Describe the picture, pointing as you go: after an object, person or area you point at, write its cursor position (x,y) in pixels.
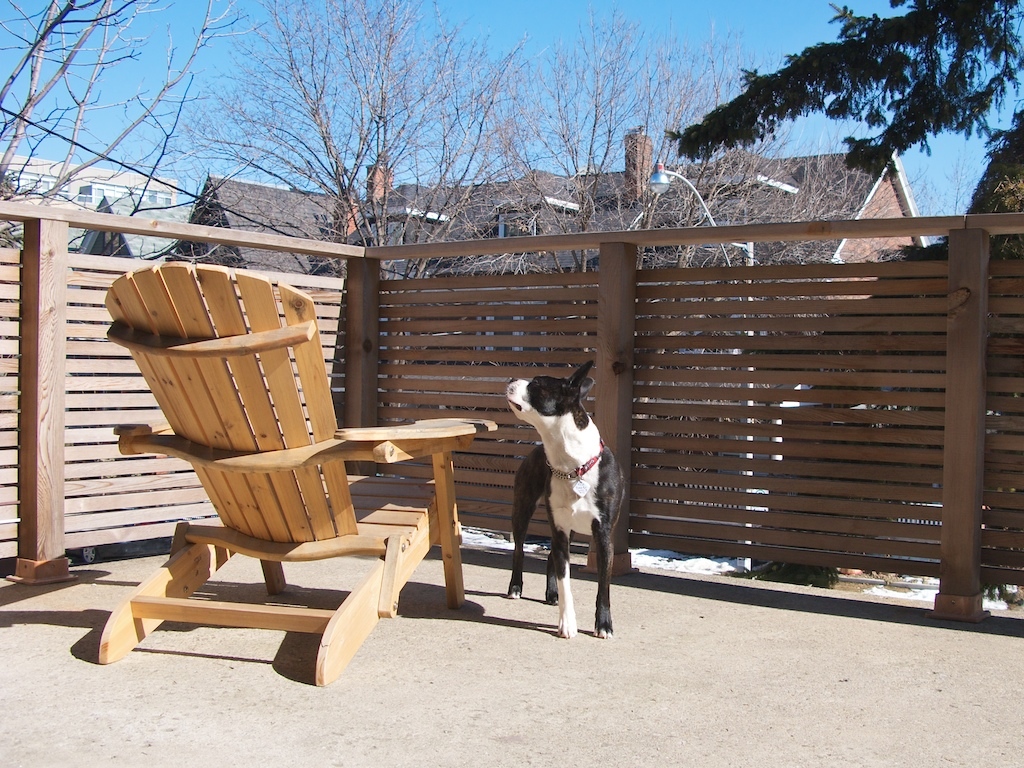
In this image I can see a wooden fence (624,328) and wooden chair (323,500). Beside this chair (338,498) there is a dog (600,488) in black and white color. On the top of the image (626,8) I can see the sky (496,18) in blue color. On the top right corner of the image (939,41) there is a tree (901,62). In the background (227,196) I can see few buildings (214,201).
